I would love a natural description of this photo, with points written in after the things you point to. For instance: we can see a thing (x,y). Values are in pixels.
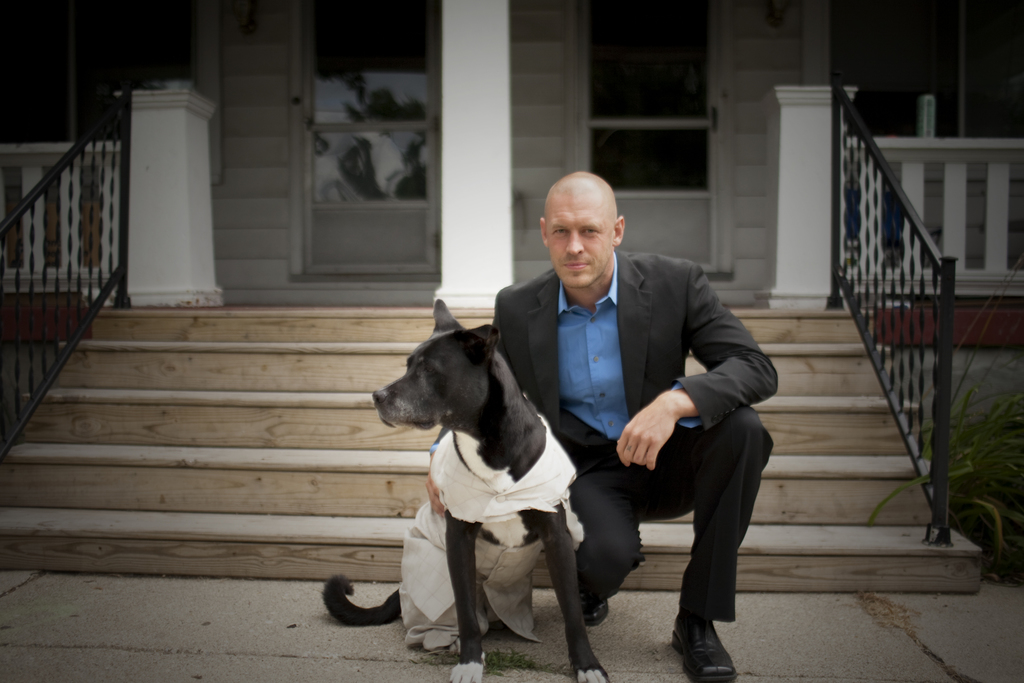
There is a man (640,477) sitting in squat position. Beside the man (591,364) I can see a dog (441,558). These are the stairs (247,397) with stair case holder (121,248). At background (359,262) I can see a door (367,152) and pillar (485,168). At the right corner of the image (976,465) I can see a small plant (972,494).
